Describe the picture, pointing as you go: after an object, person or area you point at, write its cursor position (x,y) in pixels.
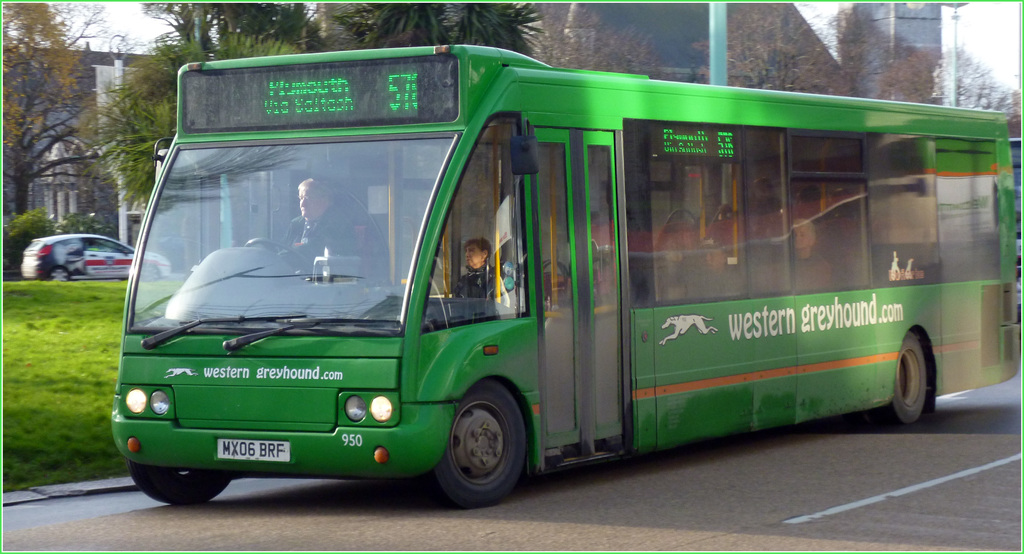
In the middle of the picture (617,222), we see the bus (717,274) in the green color is moving on the road (783,455). At the bottom (514,502), we see the road (599,504). On the left side (105,365), we see the grass (46,372) and a car (36,259) is moving on the road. Behind the bus (231,76), we see a pole (718,76) and the trees (764,39). There are building (92,73) in the background (881,52). This picture is clicked outside the city.
